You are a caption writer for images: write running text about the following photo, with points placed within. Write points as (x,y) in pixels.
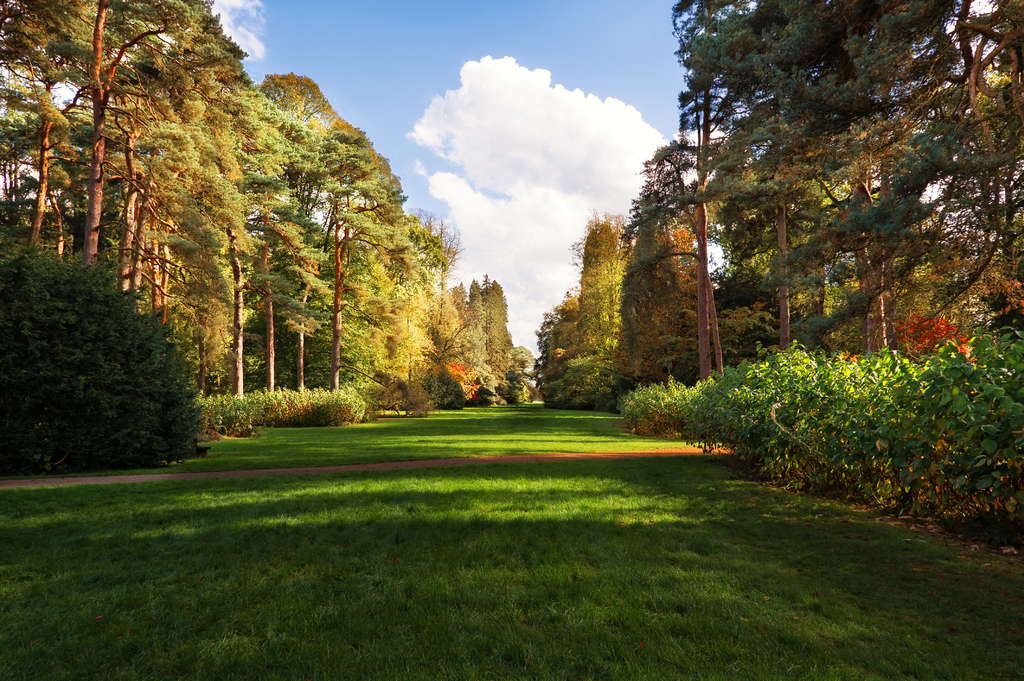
In this picture I can see the grass (421,493) in front (236,494) and I see number of plants (1004,458) and trees (772,314) on both the sides. In the background (482,114) I see the sky (501,91).
